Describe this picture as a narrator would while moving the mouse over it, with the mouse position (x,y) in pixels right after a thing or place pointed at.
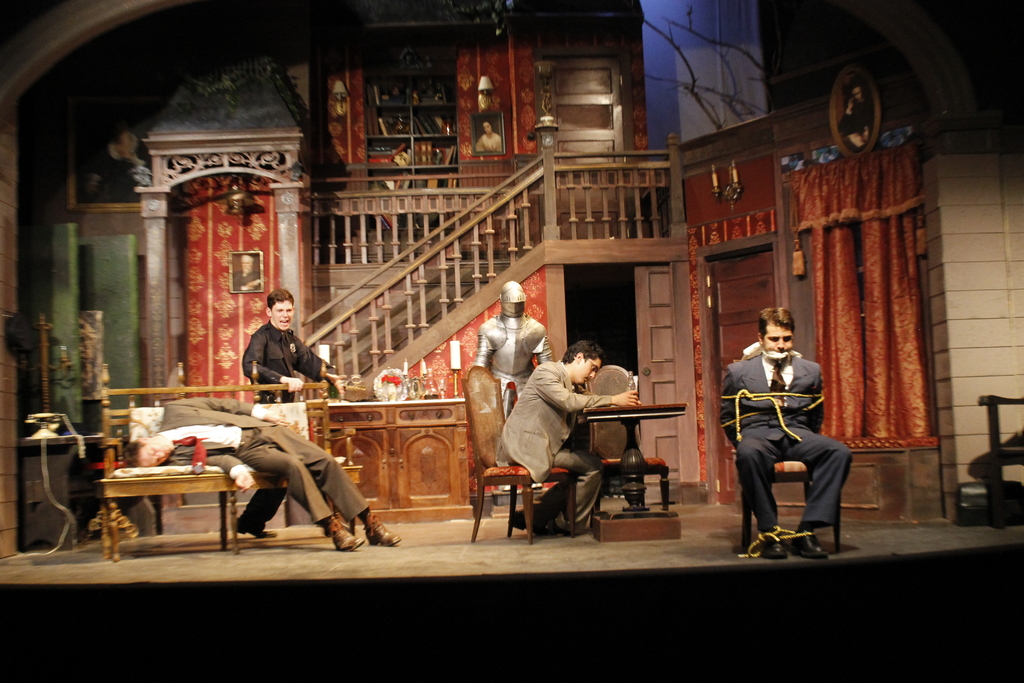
in the picture there are people (586,368) in which they are performing stage show.
